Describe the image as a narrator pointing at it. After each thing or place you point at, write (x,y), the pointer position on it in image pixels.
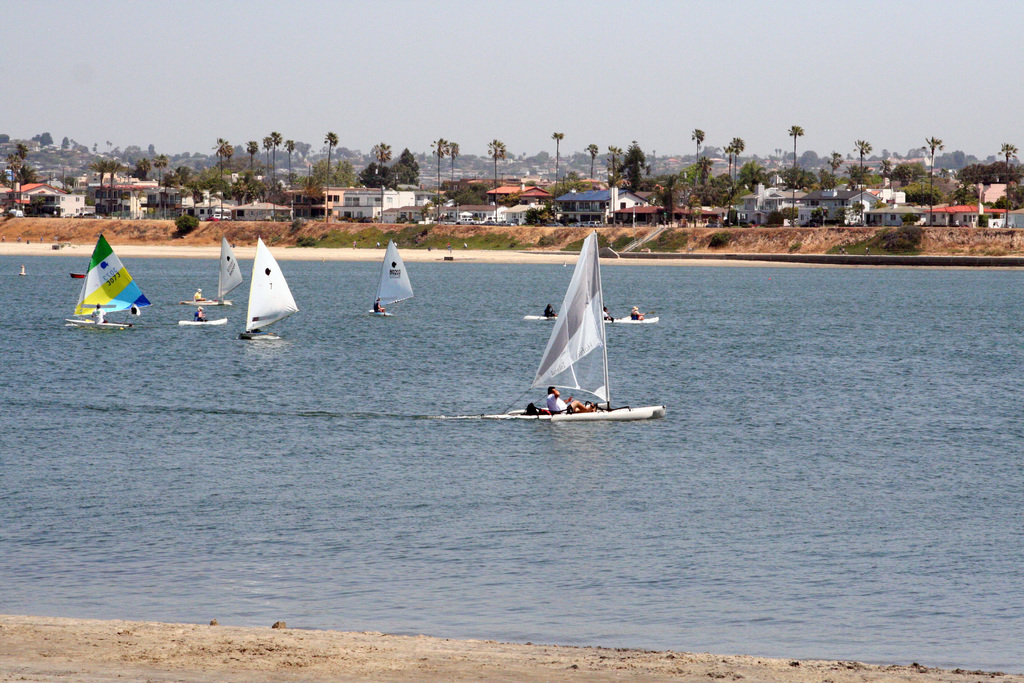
In the center of the image (526,416) we can see a few boats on the water (624,524). On the boats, we can see a few people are sitting. At the bottom of the image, we can see sand (264,641). In the background (624,46), we can see the sky (365,146), trees (632,146), buildings (849,215), grass (1005,236) and water (750,324).
